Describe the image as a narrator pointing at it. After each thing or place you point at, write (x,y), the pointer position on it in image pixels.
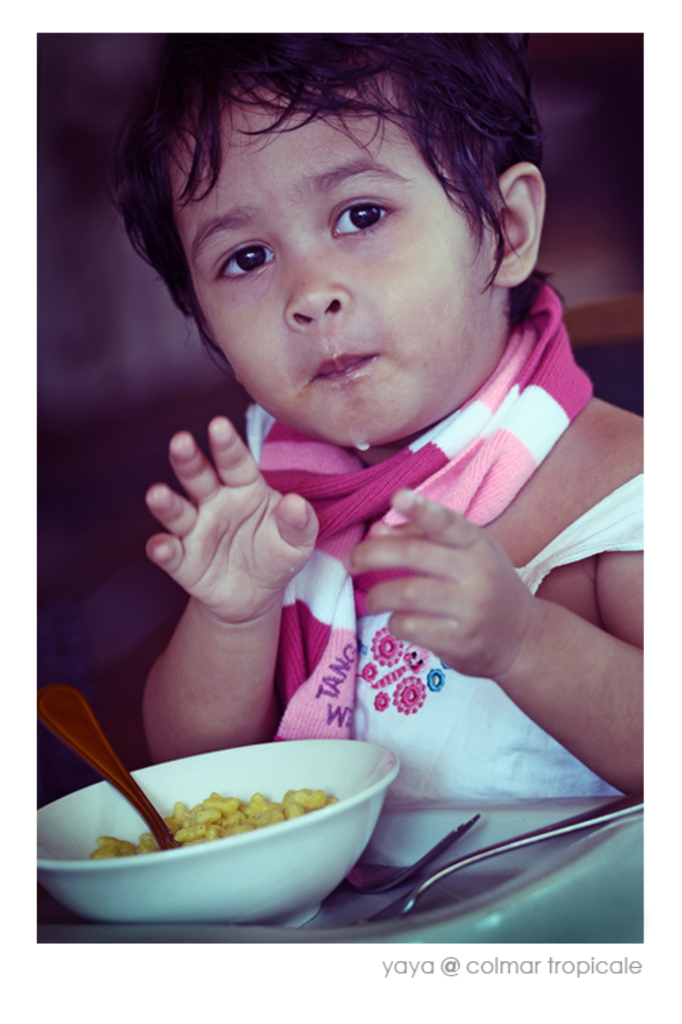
This image consists of a kid (351,612). There is a bowl (226,768) in front of him. He is eating something. There is spoon (102,757) in that bowl (240,857). There are some eatables (147,841).
